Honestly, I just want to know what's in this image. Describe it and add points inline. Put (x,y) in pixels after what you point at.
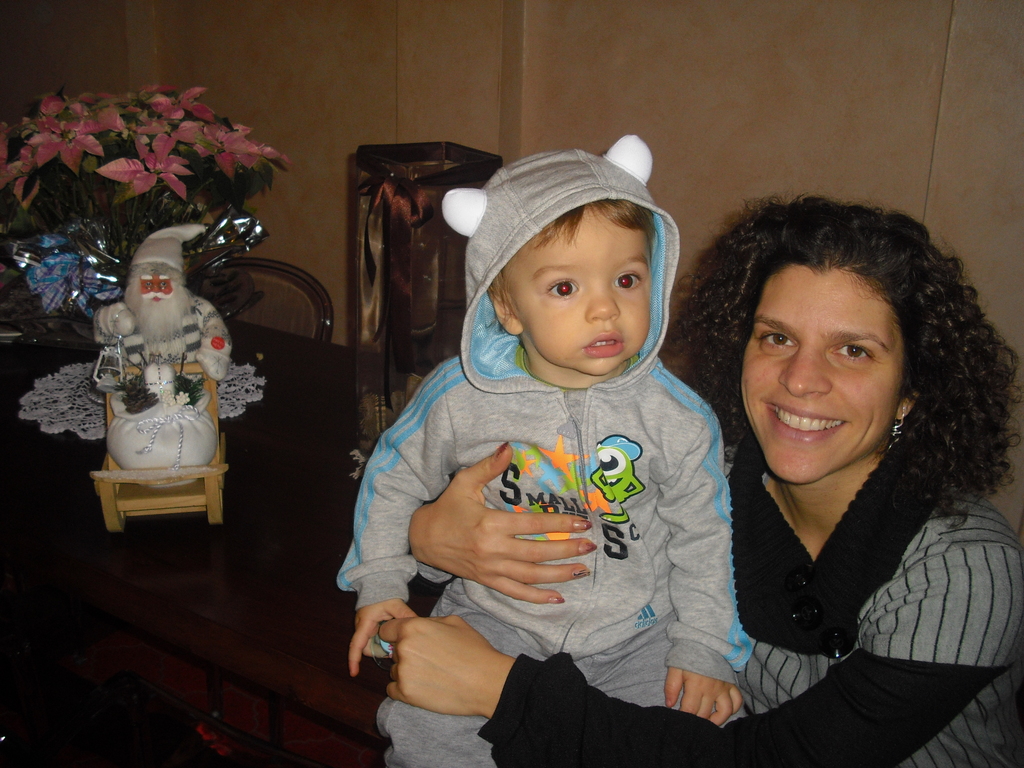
In the center of the image (609,267) there is a baby (574,629). There is a lady (761,652). In the background of the image (169,38) there is a wall (818,41). There is a table (242,486) on which there are objects (201,248).
